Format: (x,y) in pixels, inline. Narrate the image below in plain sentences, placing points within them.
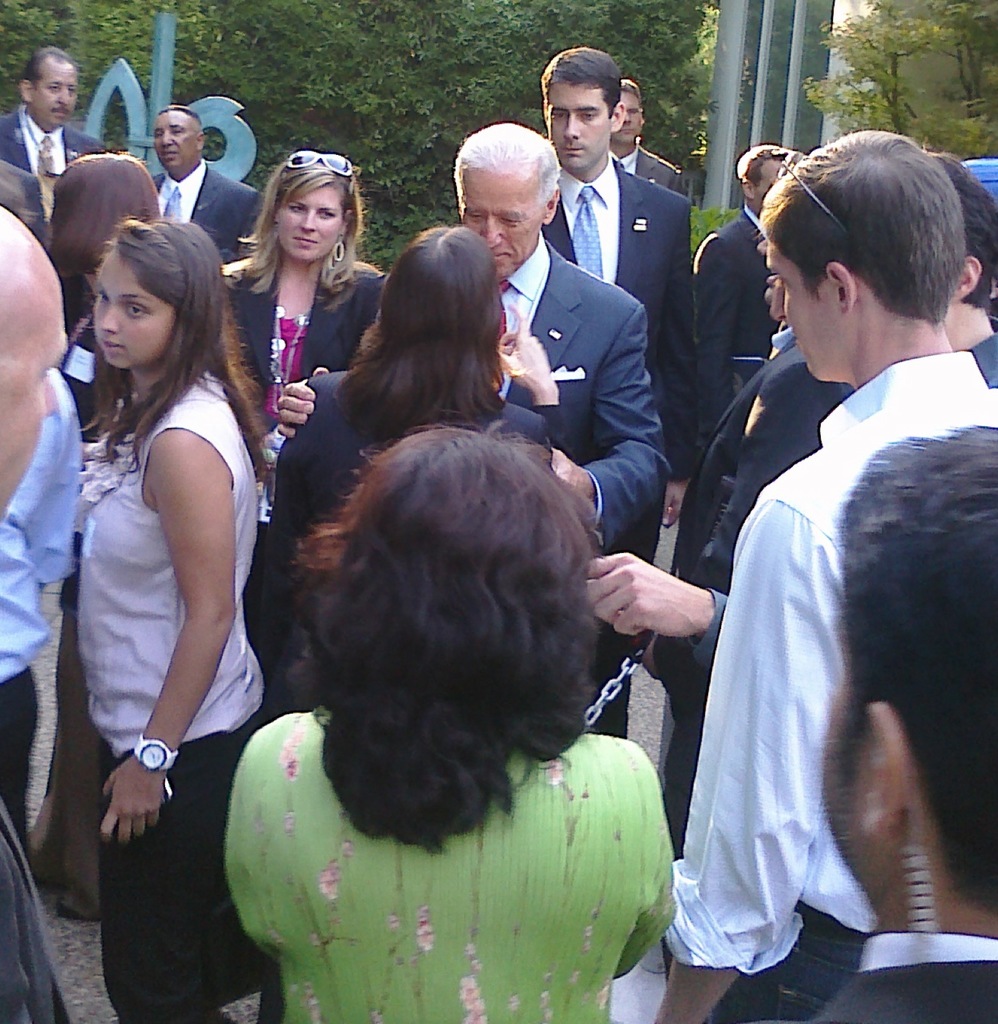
In this image there is a road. There are people (38,122) standing. There are trees (123,45) in the background (114,116). There is a blue color object (129,111) in the background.
